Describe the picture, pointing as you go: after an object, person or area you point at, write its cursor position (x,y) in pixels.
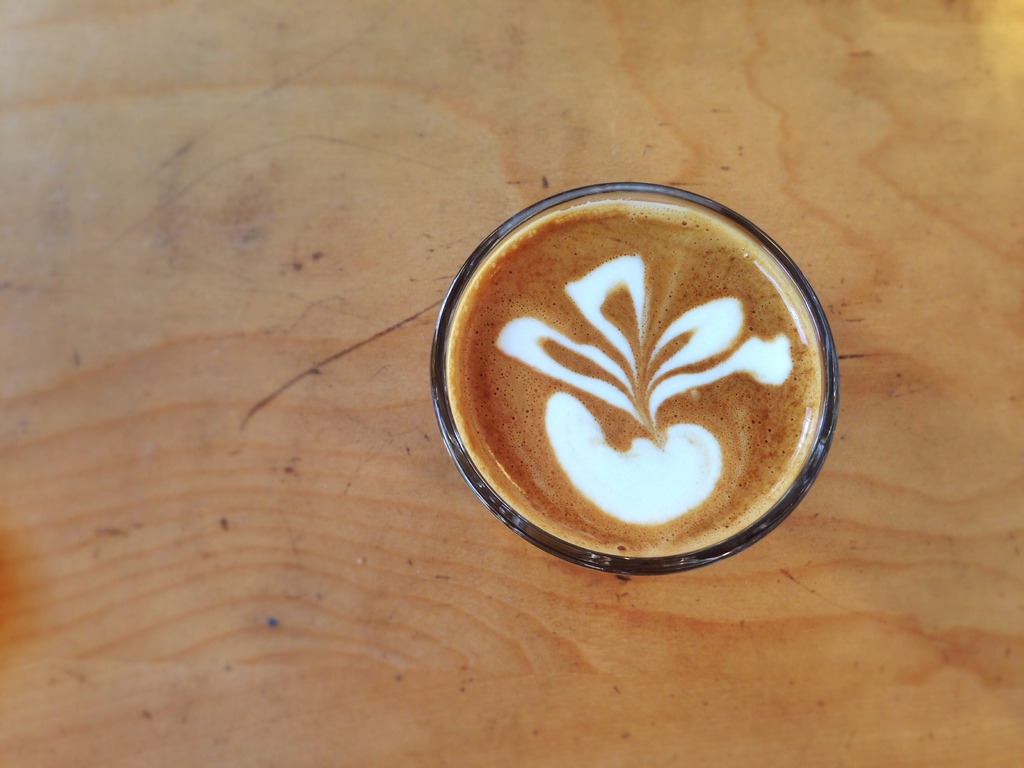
In this image there is a table (205,340) and on top of that there is a cup (767,244) with coffee (563,406) in it and a coffee art (602,379) is there in that cup (653,401).
